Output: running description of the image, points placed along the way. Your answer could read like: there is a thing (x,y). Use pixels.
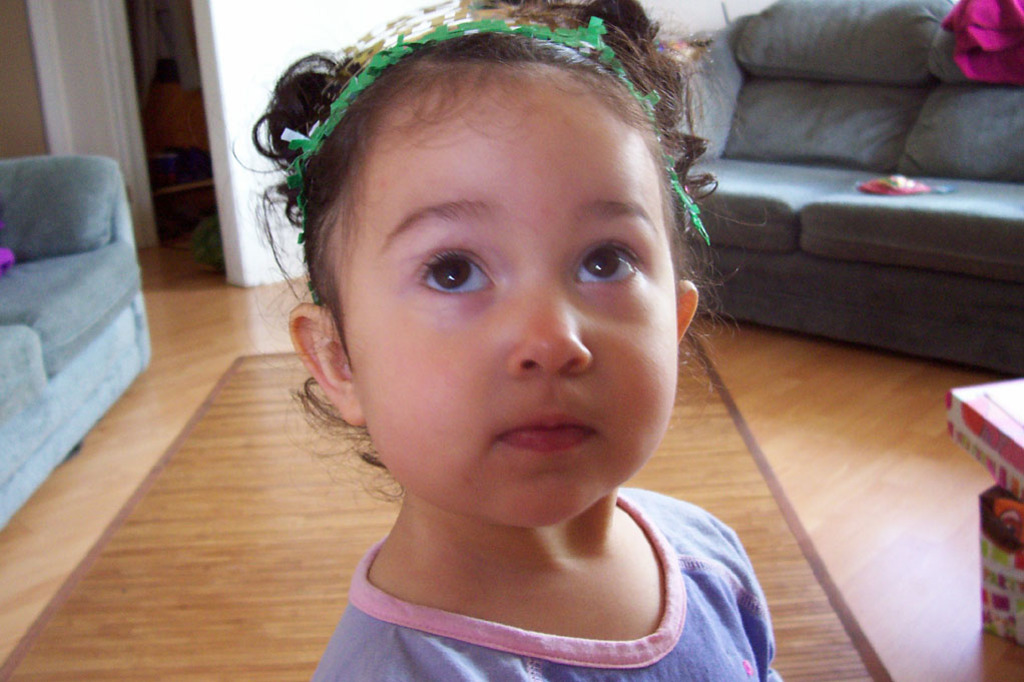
Here a girl (569,391) is standing on the floor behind her there are sofas (112,299) and wall (357,14).
